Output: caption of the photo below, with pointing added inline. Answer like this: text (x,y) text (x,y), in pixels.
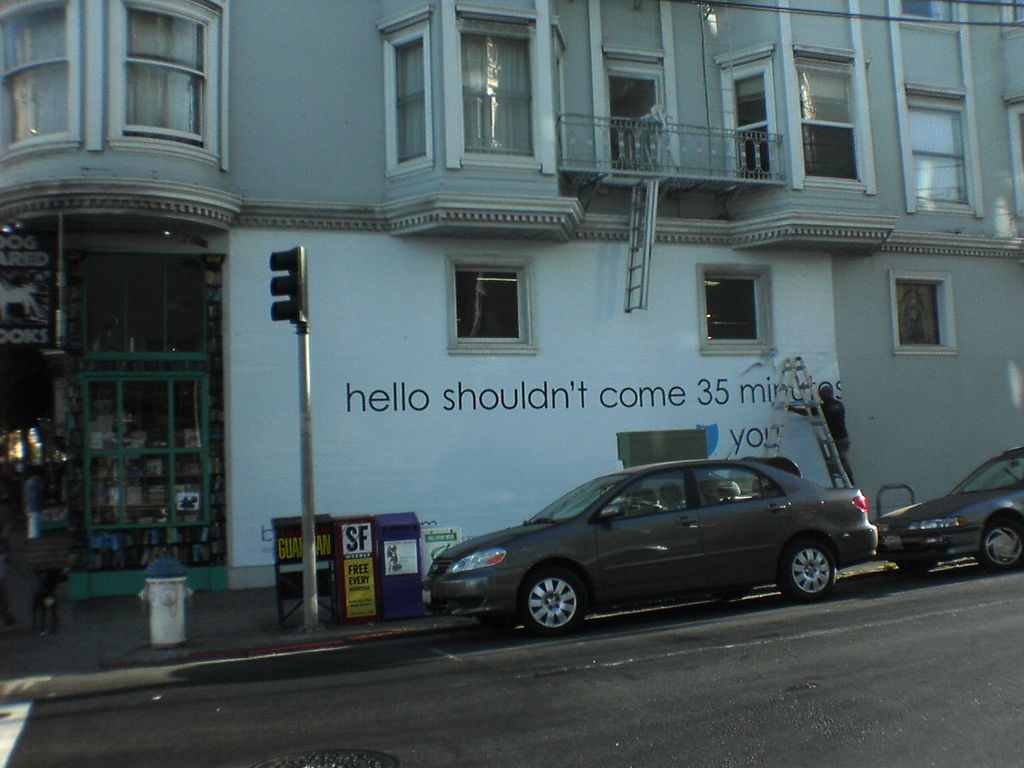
In this image in front (888,520) there are cars (584,603) on the road (659,679). There is a traffic signal (280,304). There are dustbins (323,570), boards (364,565). There is a person (830,409) standing on the ladder (787,401). In the background of the image (832,361) there is a building (552,301). There are glass windows (837,126).
